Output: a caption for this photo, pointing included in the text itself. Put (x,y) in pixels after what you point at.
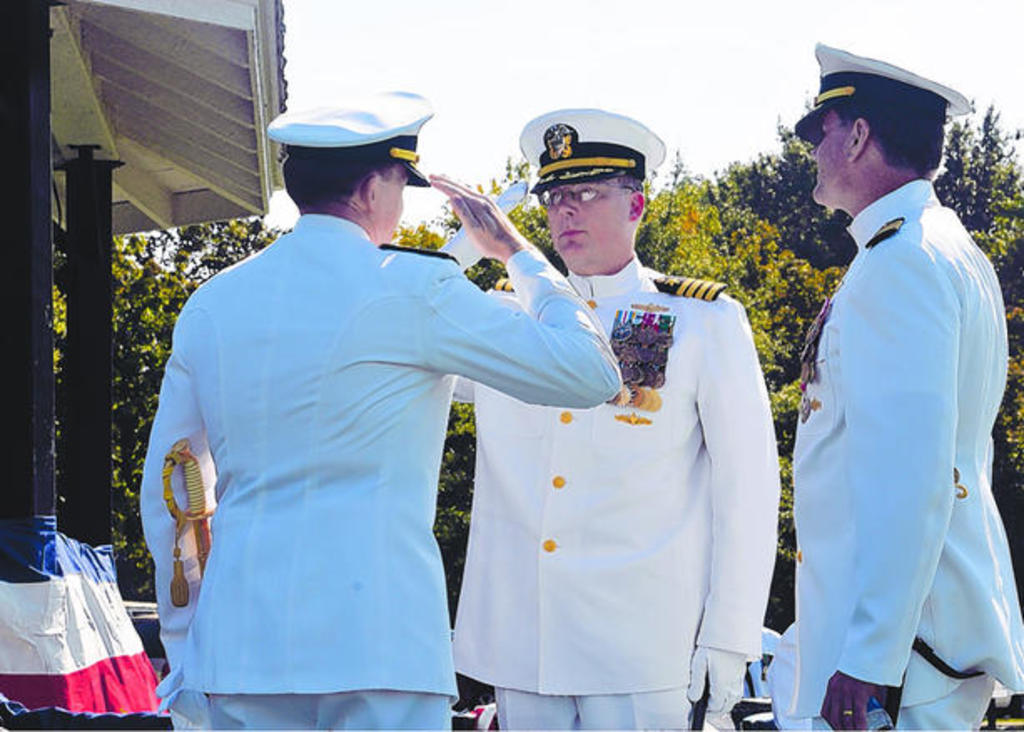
In this picture there are three officers (938,252) wearing white cap (332,133), shirt (533,315), gloves (734,662) and trouser (628,705). On the left (102,470) there is a shed (66,174). In the bottom left corner (58,710) there is a flag (55,610) which is placed near to the pillars (40,449). In the background (1010,420) I can see the trees (1013,244). At the top (613,13) I can see the sky (630,8) and clouds (509,58).
